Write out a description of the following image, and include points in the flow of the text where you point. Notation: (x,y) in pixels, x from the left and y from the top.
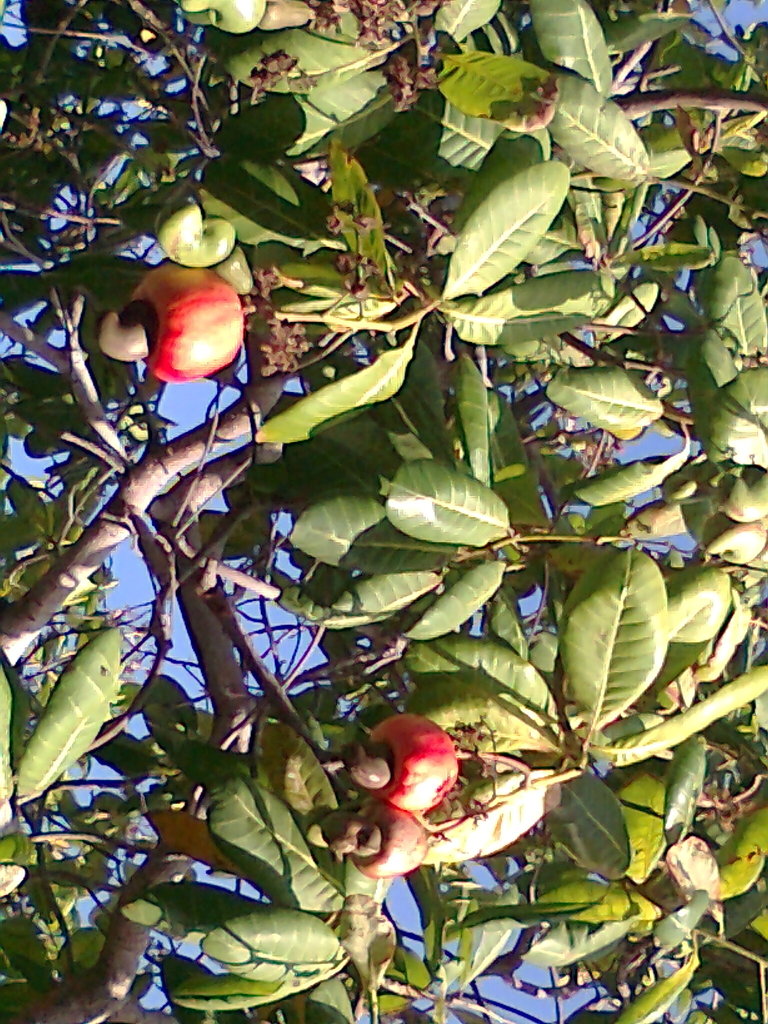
In this image I can see a part of a tree (338,754). There are many leaves (494,445) and fruits (226,350). The fruits (403,749) are in red and green colors. In the background (187,406), I can see the sky (201,410).
